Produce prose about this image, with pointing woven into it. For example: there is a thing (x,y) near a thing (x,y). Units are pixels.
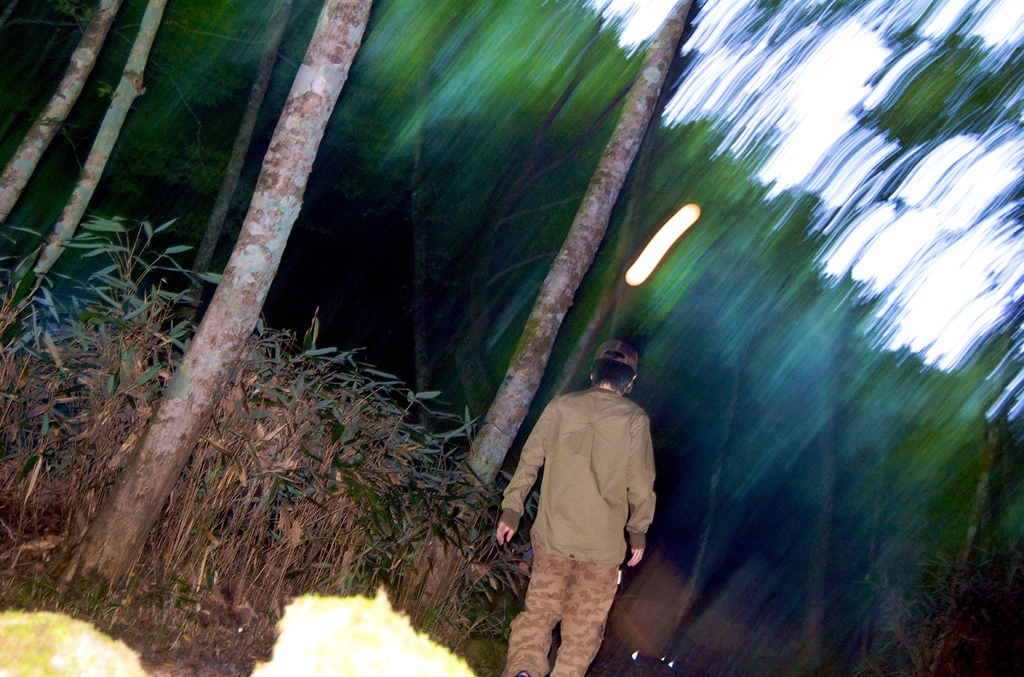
In this image there is a man (605,487) standing, beside him there are plants (420,485) and trees (117,91), in the background (544,263) it is blurred.
